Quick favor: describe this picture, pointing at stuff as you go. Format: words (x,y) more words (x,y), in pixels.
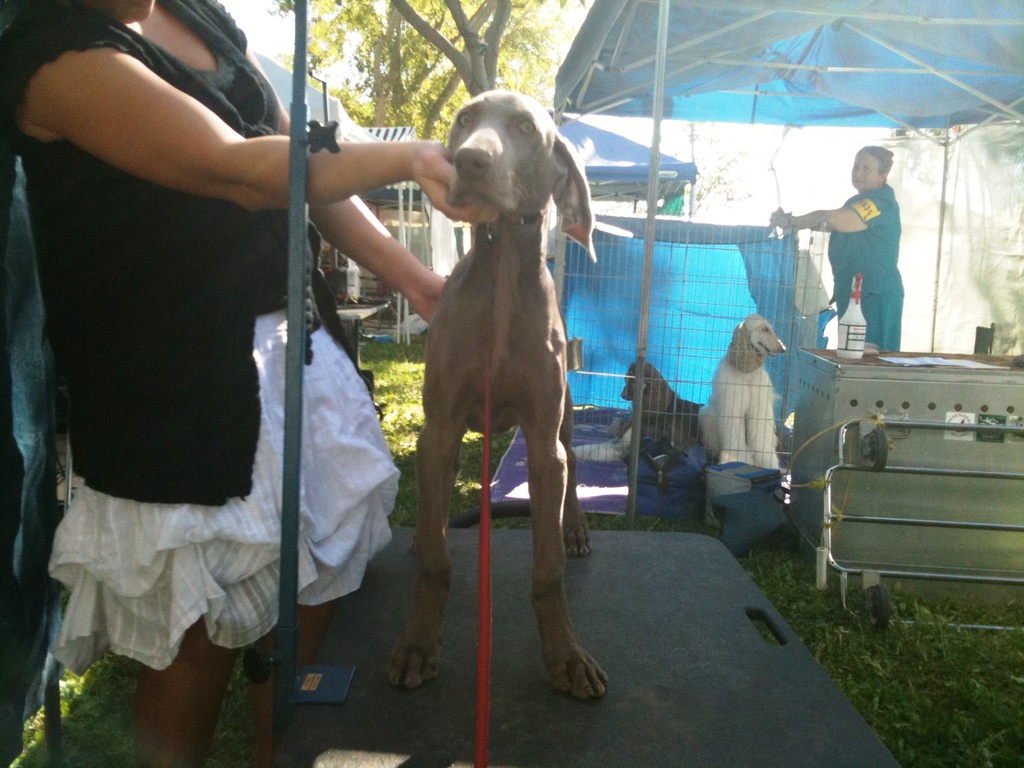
This picture shows two women (219,601) standing and we see dogs (744,383) and a tree (405,95).
